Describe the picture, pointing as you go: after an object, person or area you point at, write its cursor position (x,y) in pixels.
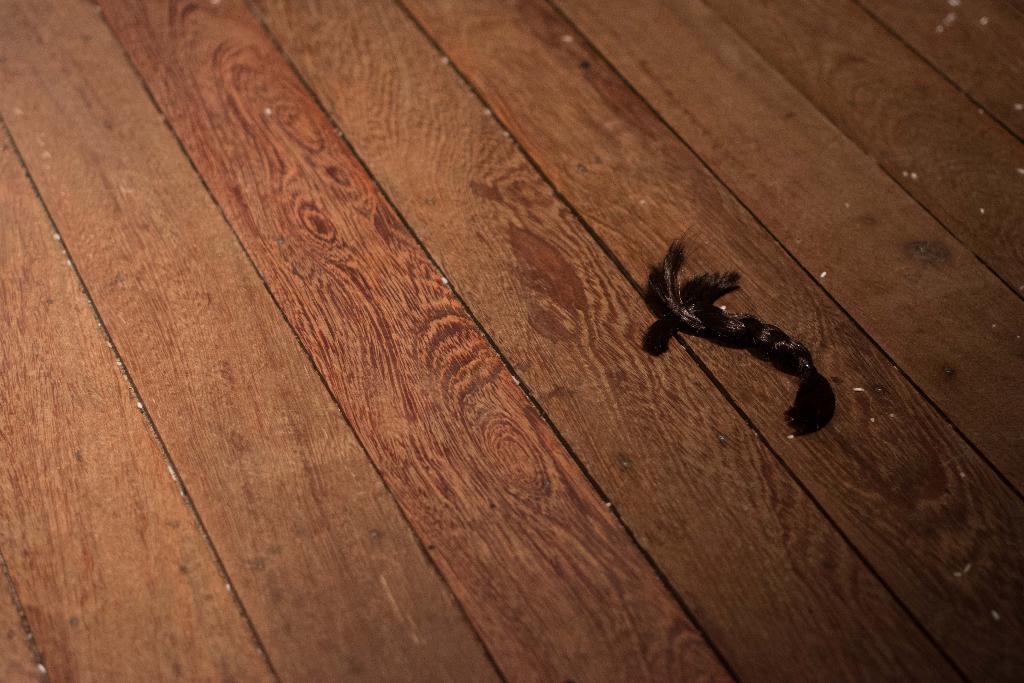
In this image we can see a braid of hair (699,311) on the floor (787,436).
